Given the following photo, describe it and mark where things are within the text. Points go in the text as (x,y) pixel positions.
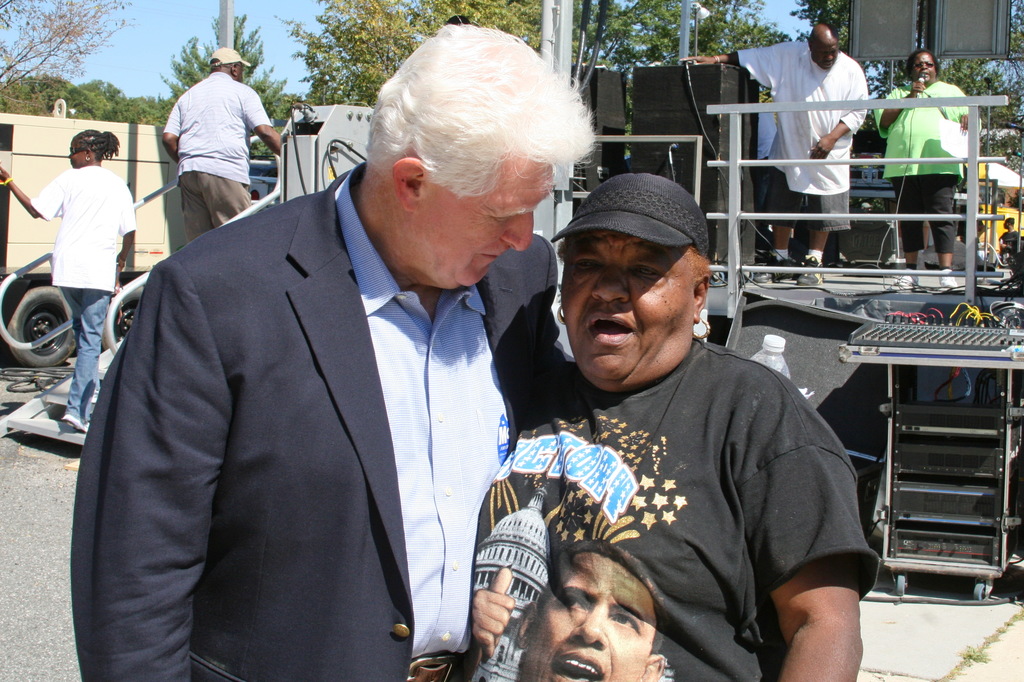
In this image I can see two persons (479,397) standing. In the background (841,80) there are five other persons (955,118) and there are vehicles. Also there is an iron platform (862,164), there are speakers (674,86) and there are some other objects (967,360). There are trees (362,14) and there is sky (174,41).
